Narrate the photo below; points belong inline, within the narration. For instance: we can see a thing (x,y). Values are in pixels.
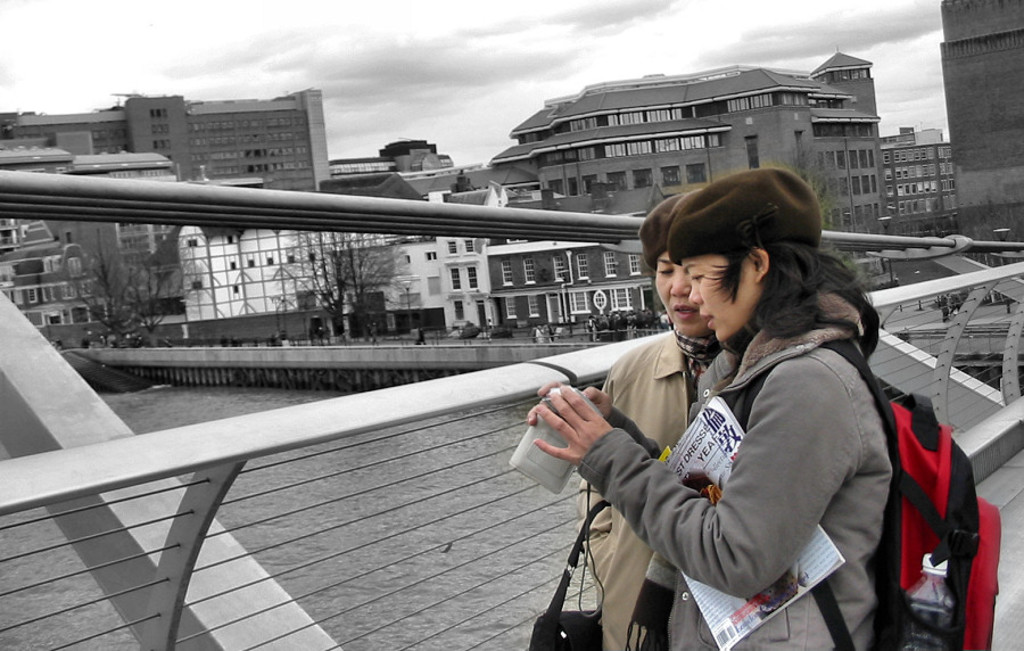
In this image, we can see people (784,364) wearing coats (671,387) and caps (668,226) and bags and one of them is holding an object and a paper (690,586). In the background (428,157), there are trees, buildings (747,113), people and we can see a bridge (473,392). At the top (358,51), there are clouds (371,44) in the sky (352,85).
